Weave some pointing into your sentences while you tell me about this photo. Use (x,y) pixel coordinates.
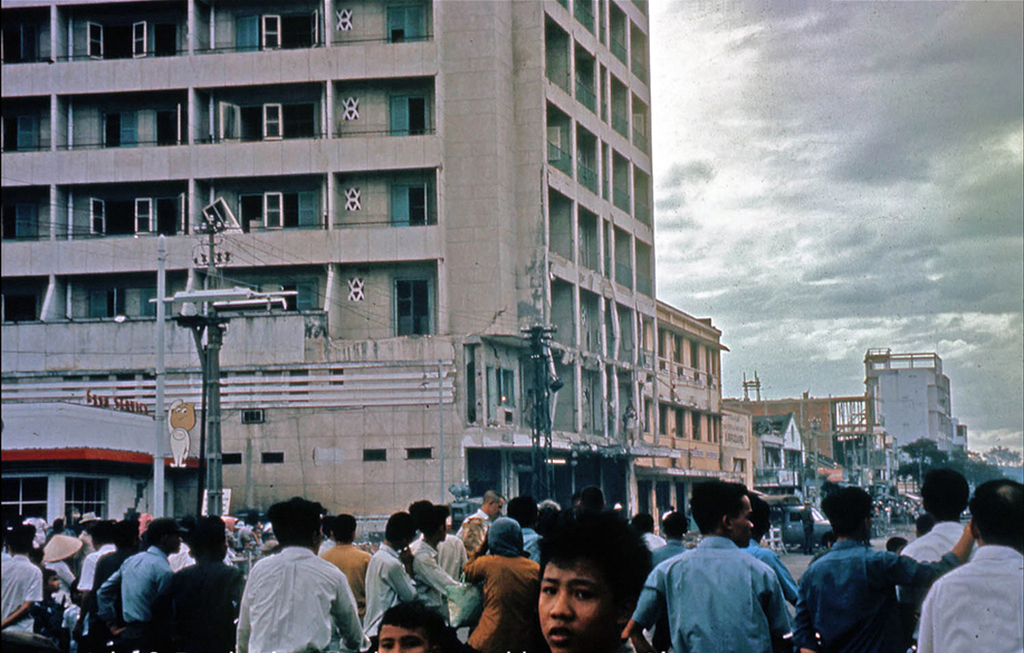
In this picture we can see a group of people (679,522) and a vehicle (793,546) on the ground (783,558), poles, trees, buildings (456,329) with windows (469,381) and in the background (680,120) we can see the sky (889,186) with clouds (881,199).
